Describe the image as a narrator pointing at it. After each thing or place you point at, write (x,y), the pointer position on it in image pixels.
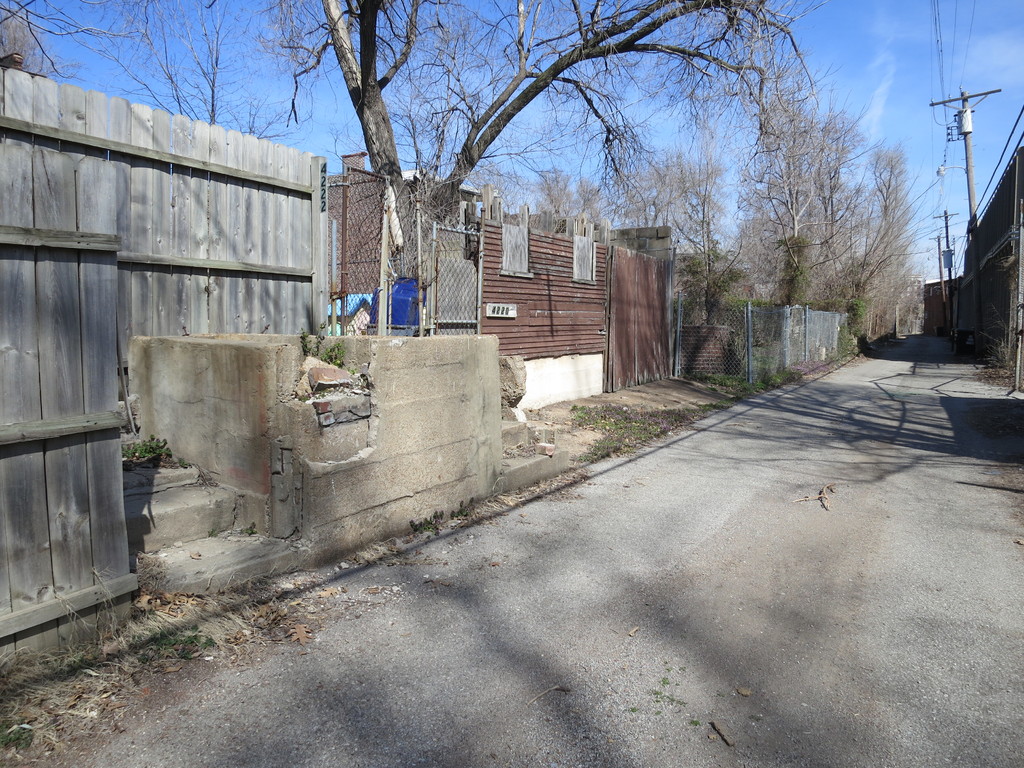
In this picture I can see poles (1022,305), cables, wooden fence (4,161), road (1017,449), trees (801,173), and in the background (890,27) there is sky (908,21).
